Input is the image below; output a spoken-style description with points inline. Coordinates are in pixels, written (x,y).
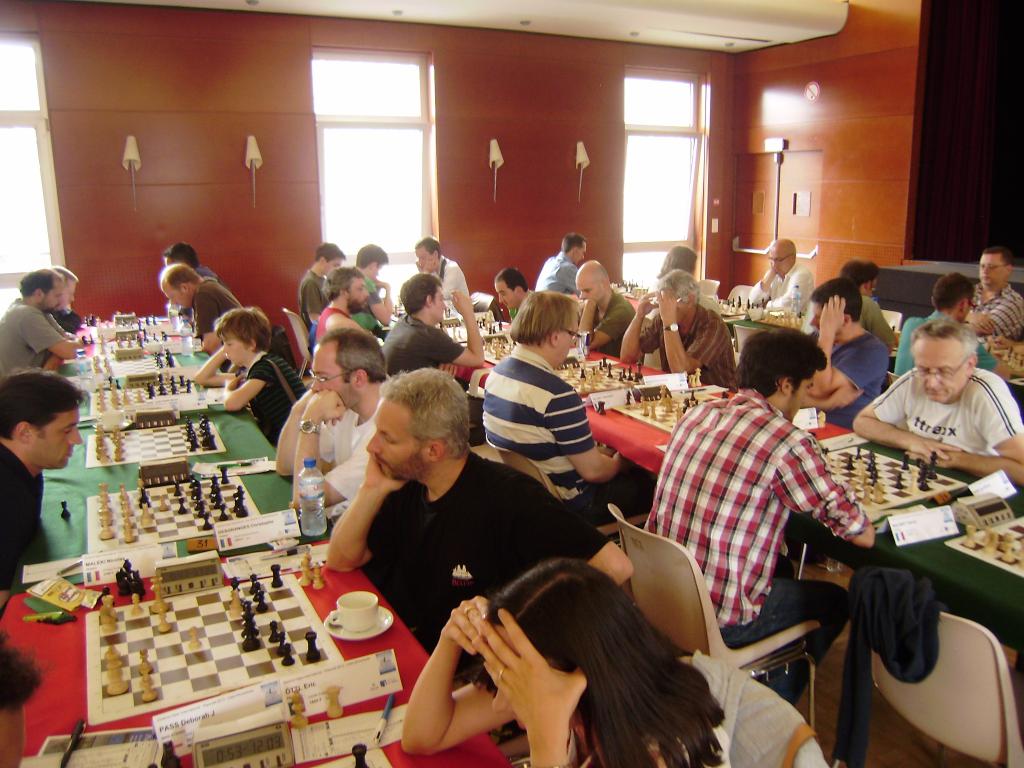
In this picture we can see some persons (736,497) are sitting on the chairs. This is table (103,475). On the table (39,703) there are chess boards (156,693), cup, and a bottle (314,506). On the background (354,198) there is a wall (871,104) and this is window (392,152).
